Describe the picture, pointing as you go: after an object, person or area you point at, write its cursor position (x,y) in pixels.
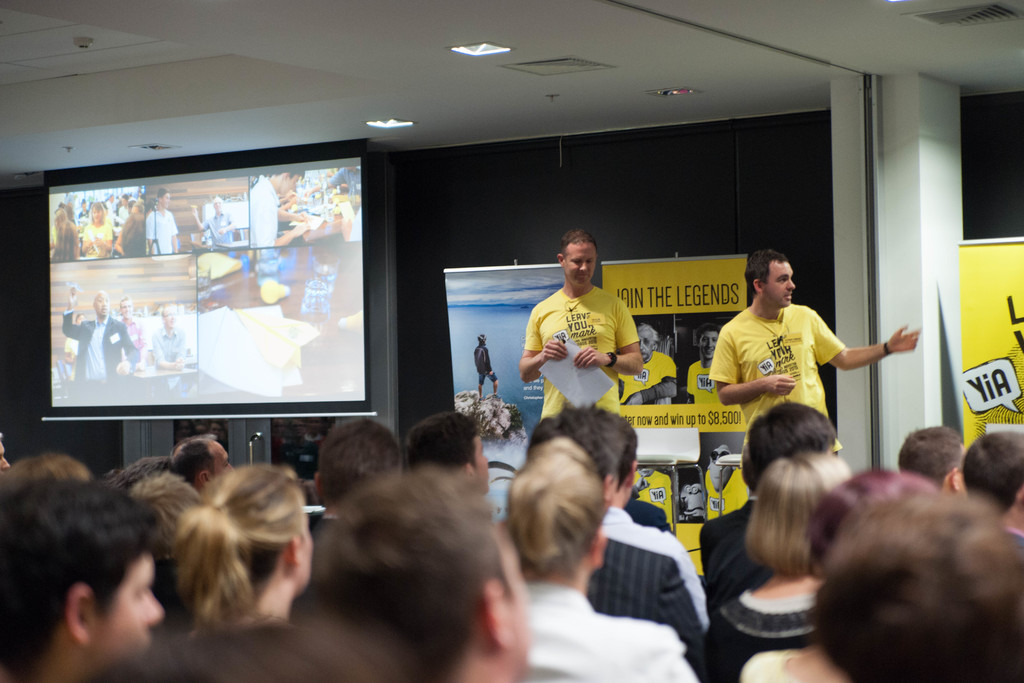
Here we can see group of people (480,555) sitting on the chairs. There are two men (614,397) standing on the floor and he is holding papers (569,388) with his hands (603,355). In the background (261,384) we can see a screen (318,320), banners (652,421), pillar (890,118), lights (503,50), ceiling (470,71), and wall (600,187).
